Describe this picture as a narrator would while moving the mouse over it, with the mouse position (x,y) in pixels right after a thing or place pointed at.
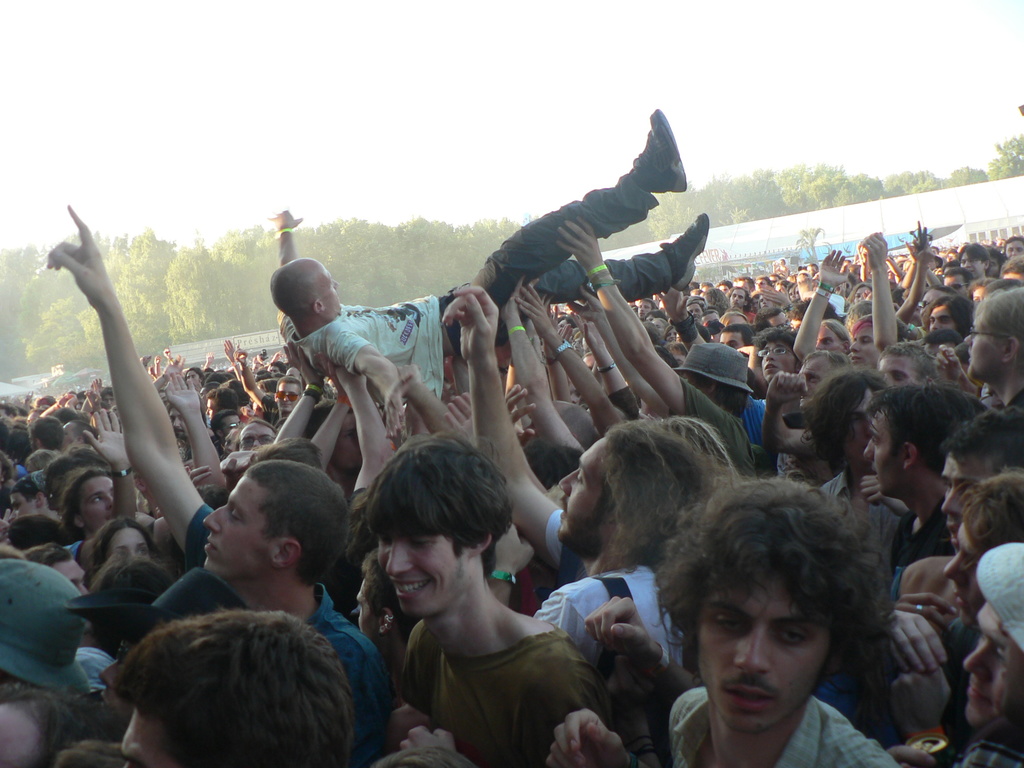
In this image there is the sky (744,59) towards the top of the image (126,249), there are trees (455,248), there is a building (791,234) towards the right of the image (992,194), there are a group of persons (644,526) towards the bottom of the image (483,593), there are a group of persons (469,394) holding a man (486,287).
